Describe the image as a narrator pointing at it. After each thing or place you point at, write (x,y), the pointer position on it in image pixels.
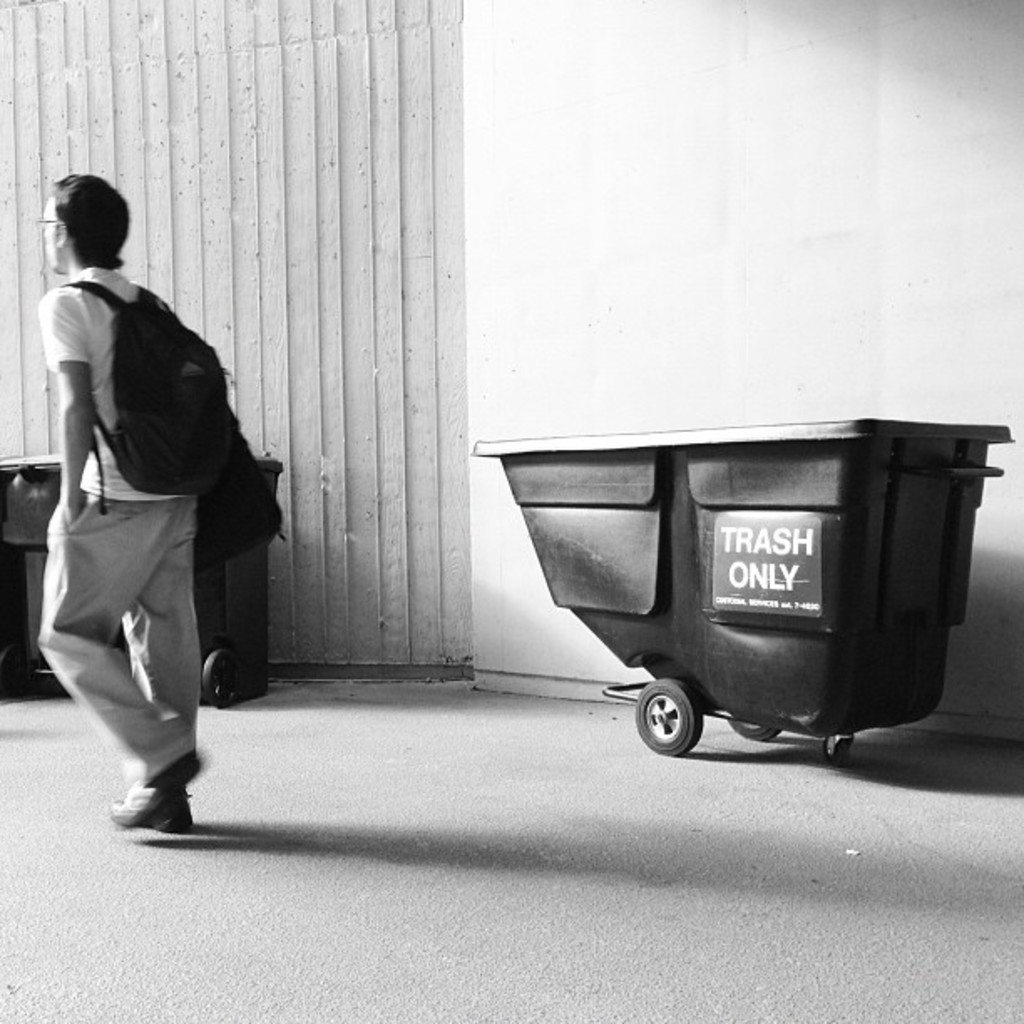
This is a black and white image, where a person (127,805) is wearing a bag (223,427) and behind him there are trash vehicles (631,437).
